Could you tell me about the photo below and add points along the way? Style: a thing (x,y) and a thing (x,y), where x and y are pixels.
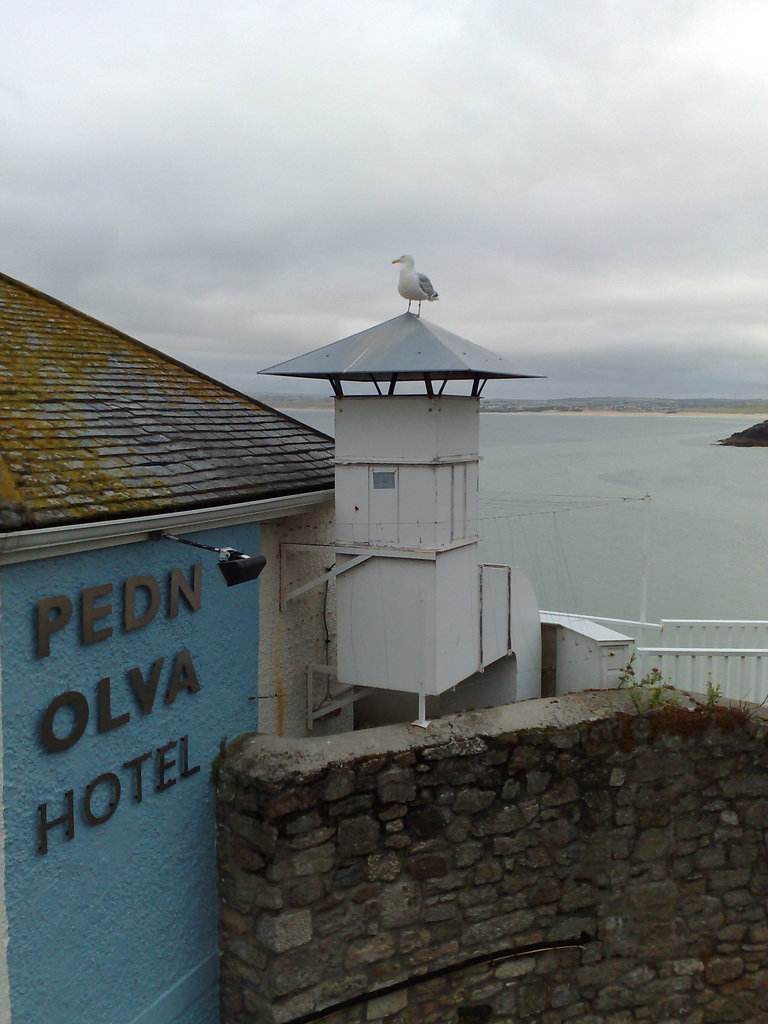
There is a hotel (158,688) and behind the hotel (198,396) there is a sea (620,456) and above the hotel (315,360) there is a bird (413,282) standing on the roof (416,371).
